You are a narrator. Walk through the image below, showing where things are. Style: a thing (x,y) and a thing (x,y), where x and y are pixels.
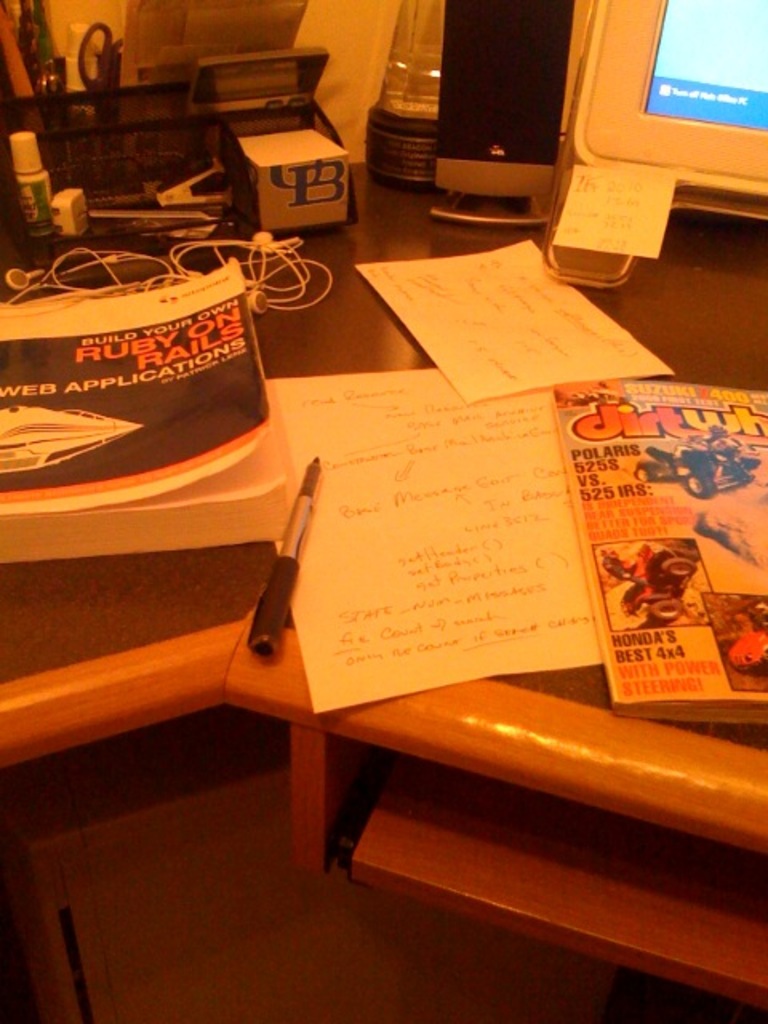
In this image I can see a table (491,804). Under the table (49,689) there is a box (288,942). On this table (103,604) there are some papers (434,464), books (271,467), pen (303,496), wire (266,299), bottle (38,212), speaker (448,84), monitor (594,107) and some other objects (147,71) are placed.
